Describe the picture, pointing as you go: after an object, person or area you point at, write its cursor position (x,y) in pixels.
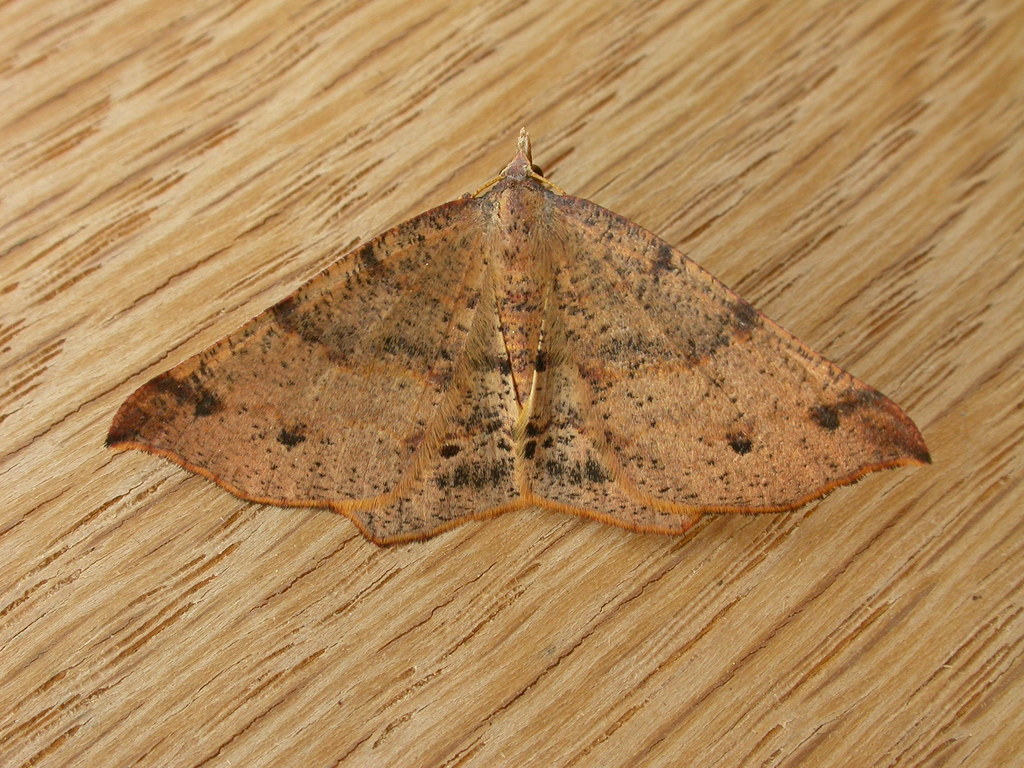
In the middle of the image (462,306) there is a moth (321,431) on the wooden surface (607,573).
